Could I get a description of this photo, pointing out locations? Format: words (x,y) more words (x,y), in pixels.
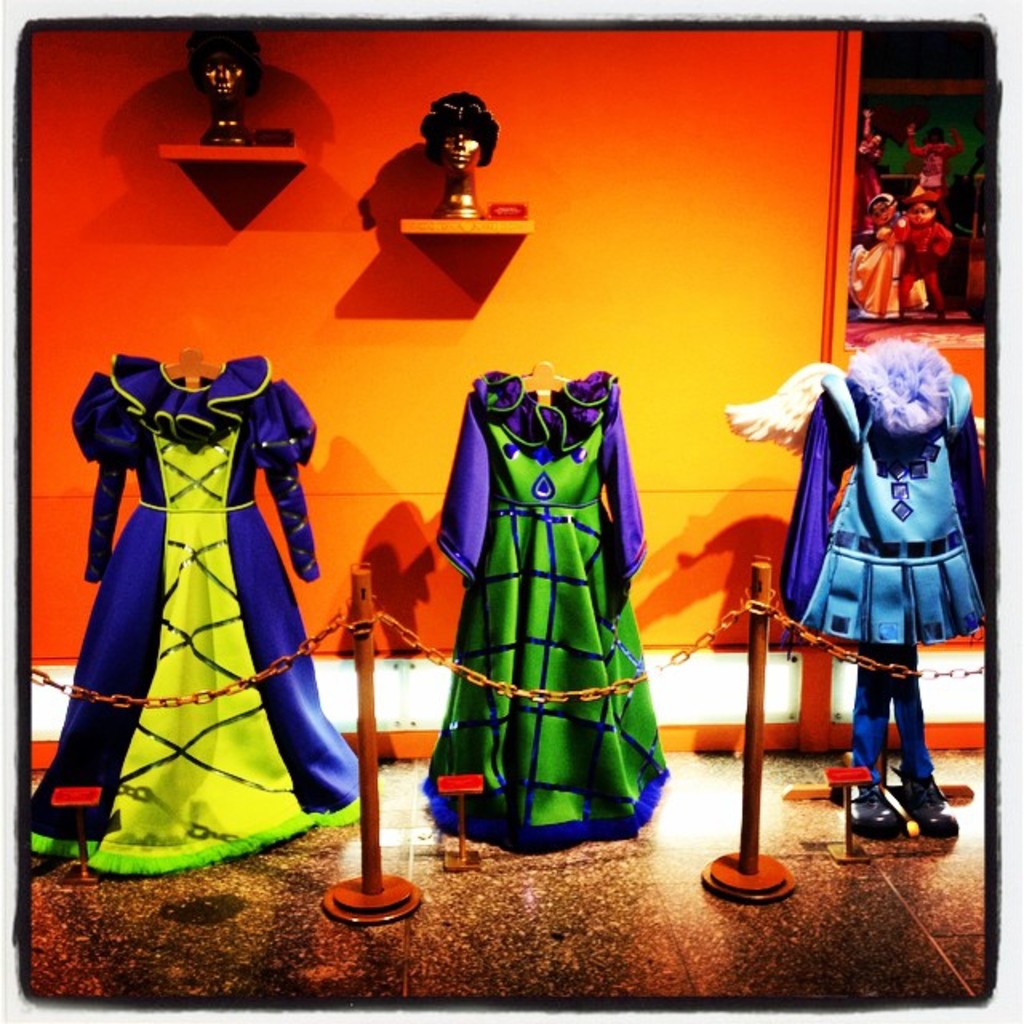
In this image in the front (377,725) there is a fence (360,696). In the background (247,553) there are clothes (590,485), idols (228,135) and toys (882,226).
